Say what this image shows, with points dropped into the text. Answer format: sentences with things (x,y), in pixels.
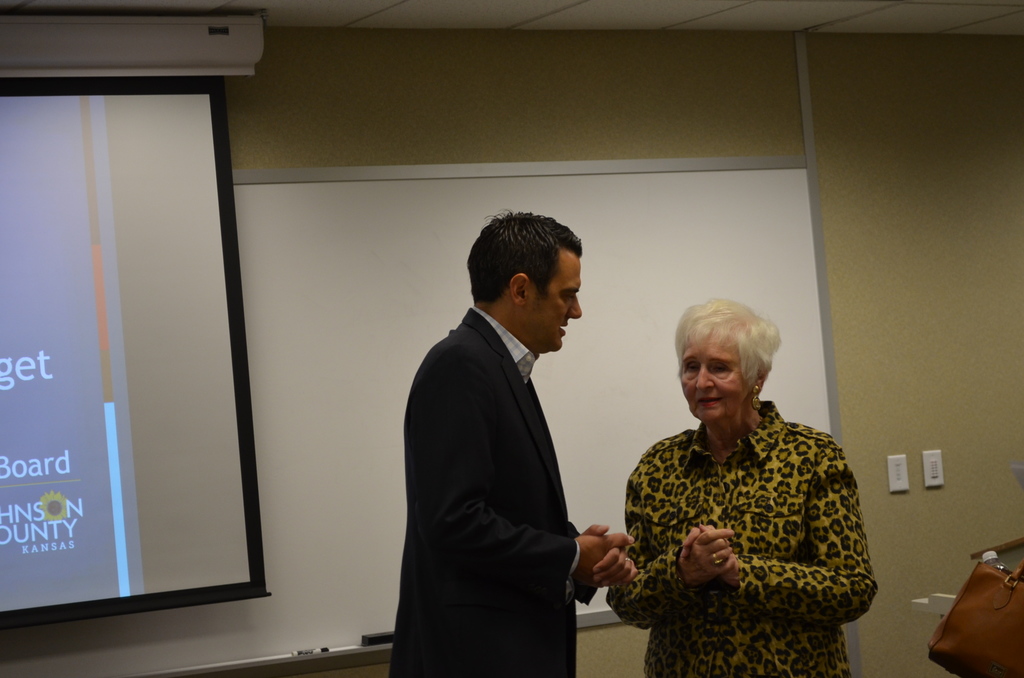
In this image I can see a man (514,483) and a woman (658,509) are standing. In the background (660,425) I can see a white color board (294,344) and switches (899,466) on a wall (935,430). Here I can see a projector screen (195,457).
